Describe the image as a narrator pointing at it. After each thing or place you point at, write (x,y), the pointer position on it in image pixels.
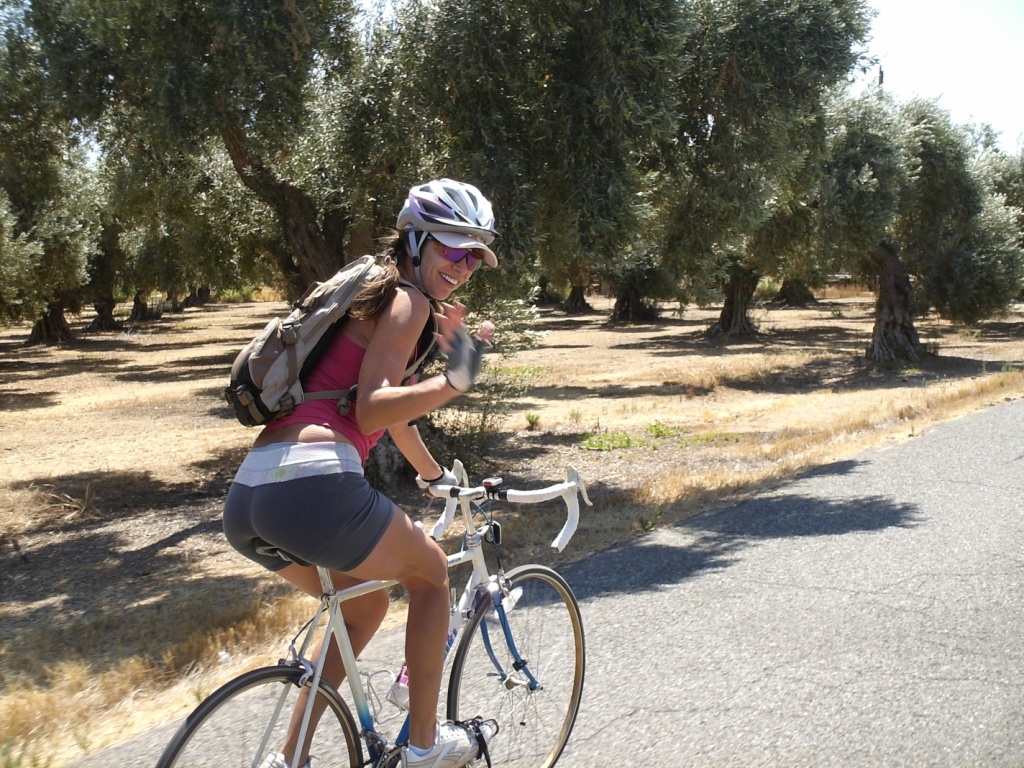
This woman (416,275) is sitting on a bicycle (489,608) wearing bag (310,355) and helmet (473,224). Far there are number of trees (631,89).
